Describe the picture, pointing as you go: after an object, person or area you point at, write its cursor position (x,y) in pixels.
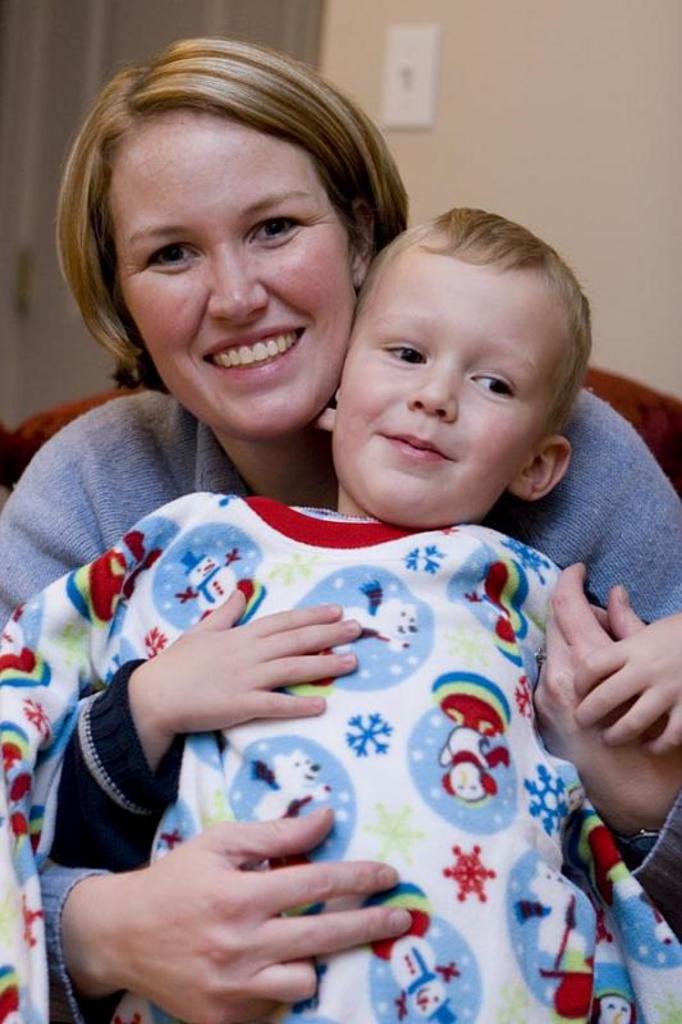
In the image there is a blond haired woman (195,133) in grey dress (189,480) holding a boy (335,452) in the front (323,468) and in the back (504,63) there is wall (519,125).
